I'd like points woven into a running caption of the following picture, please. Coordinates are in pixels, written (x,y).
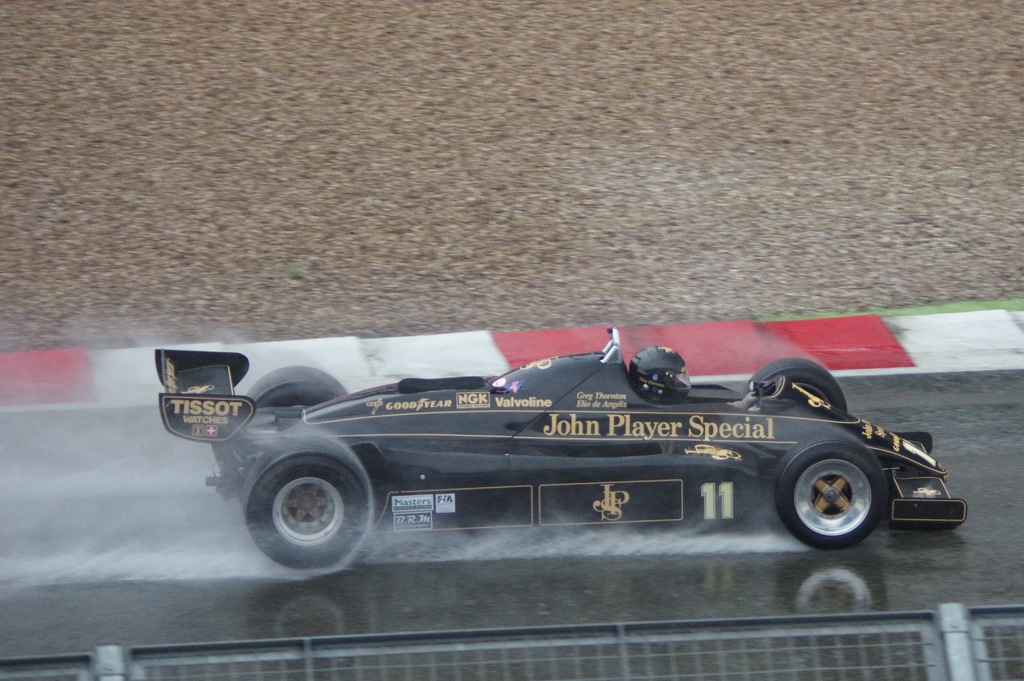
In this picture I can see a person (673,368) in a sports car (609,459), there is water (464,611) and fence (257,666).
